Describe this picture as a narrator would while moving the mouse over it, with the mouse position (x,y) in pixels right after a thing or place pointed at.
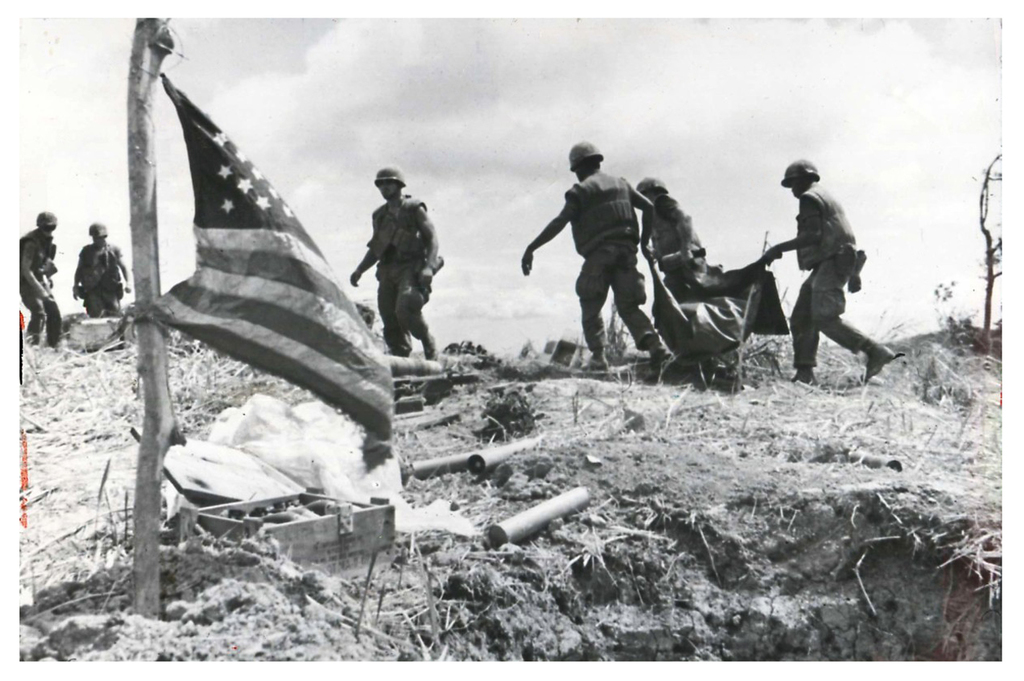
In this image we can see three people (763,257) walking holding a cover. On the left side (225,337) we can see two people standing and a flag (188,331) tied to a branch (137,164) of a tree (159,499). On the backside (430,84) we can see the sky (425,100) which looks cloudy.
